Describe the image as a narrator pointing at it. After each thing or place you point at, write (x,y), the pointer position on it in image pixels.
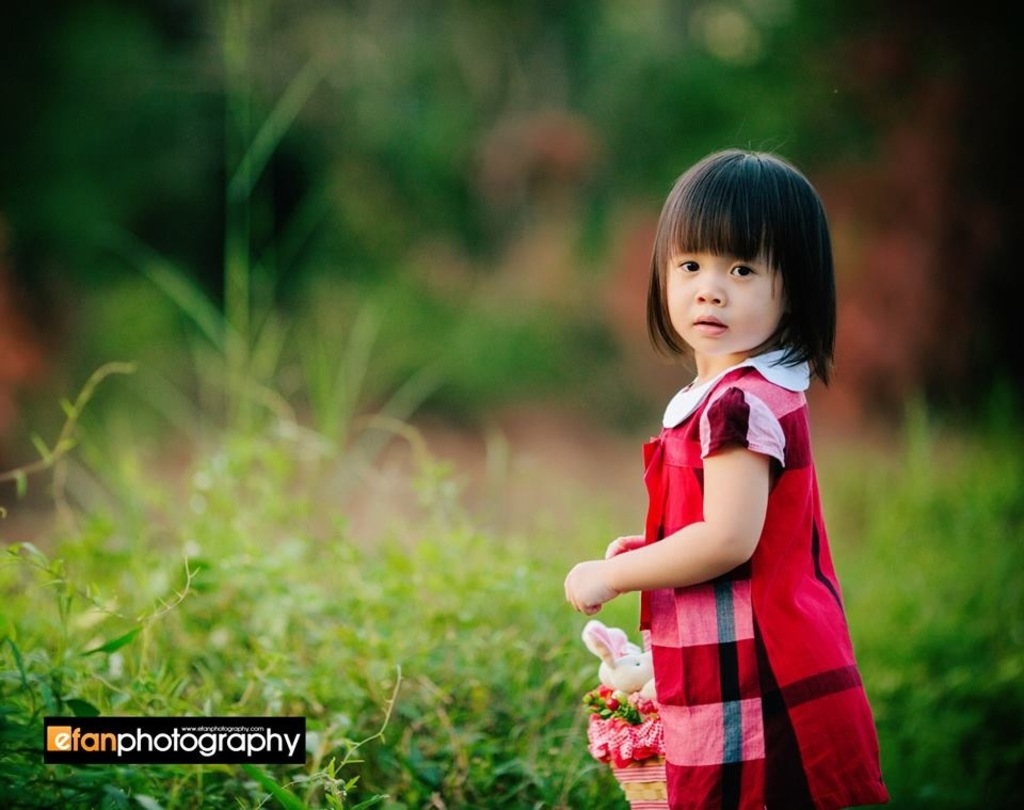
In this image we can see a girl (676,719) holding a basket (628,785) with some things (632,704) like toys (614,661) and there are some plants (965,633) and in the background (926,635), we can see the image is blurred.
